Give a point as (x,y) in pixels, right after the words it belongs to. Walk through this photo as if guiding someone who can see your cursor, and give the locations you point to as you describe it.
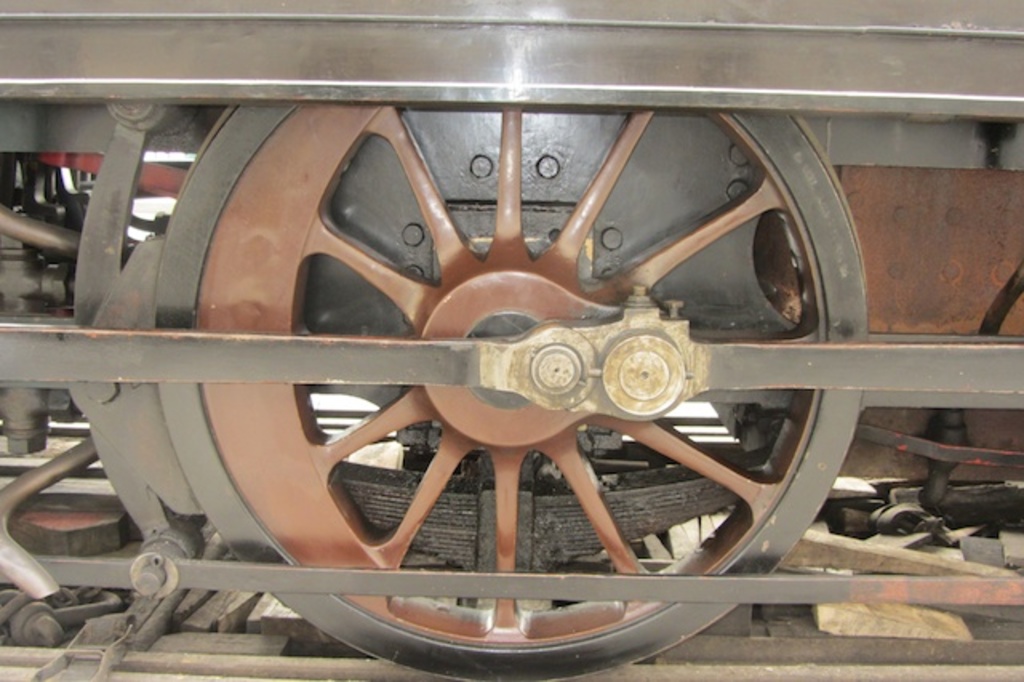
In this picture I can see the wheel (423,267) of a train (393,357) and I see few rods (888,388).
